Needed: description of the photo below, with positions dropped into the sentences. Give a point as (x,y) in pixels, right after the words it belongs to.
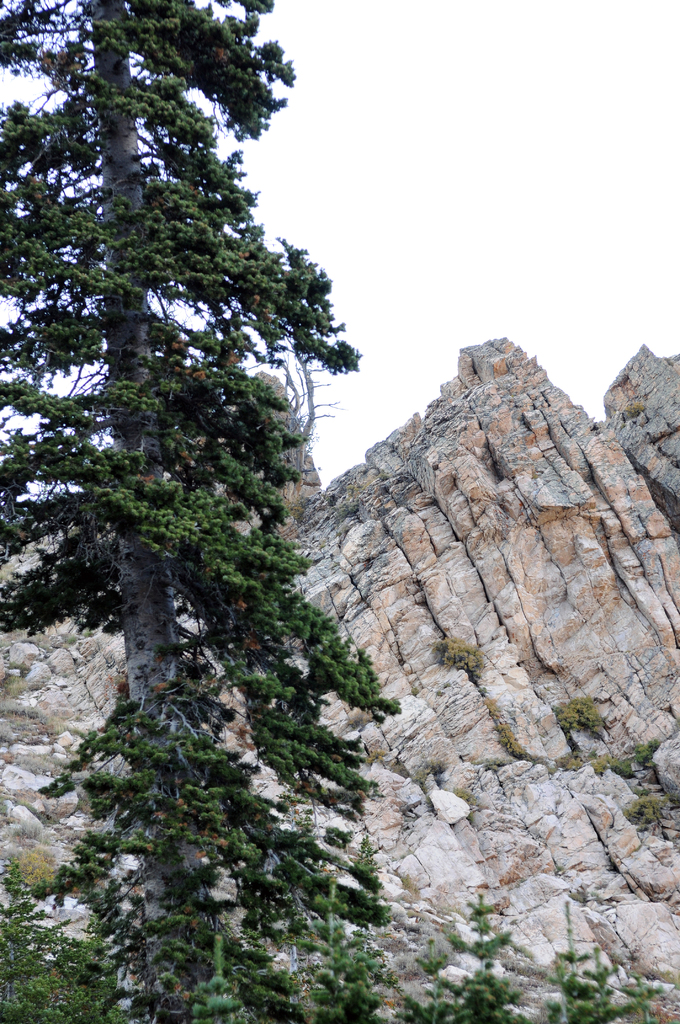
In this image we can see trees (192,688) and hills (476,527). In the background (388,170) there is sky (445,155).
